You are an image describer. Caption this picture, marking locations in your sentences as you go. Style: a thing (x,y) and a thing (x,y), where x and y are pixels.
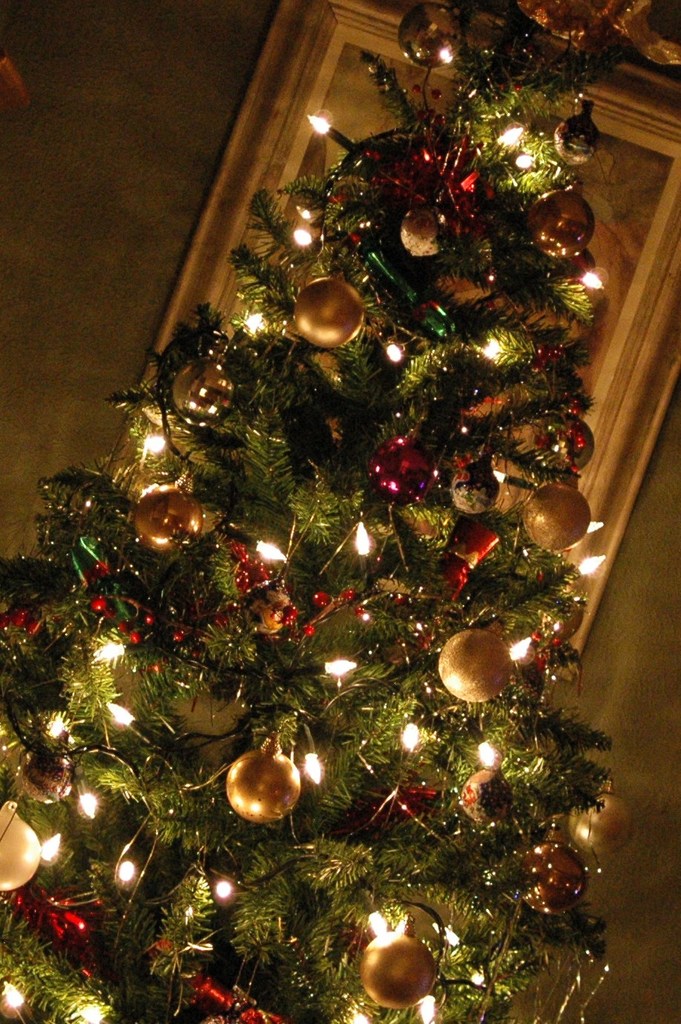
In this picture we can see a christmas tree (266,569) with lights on it.
